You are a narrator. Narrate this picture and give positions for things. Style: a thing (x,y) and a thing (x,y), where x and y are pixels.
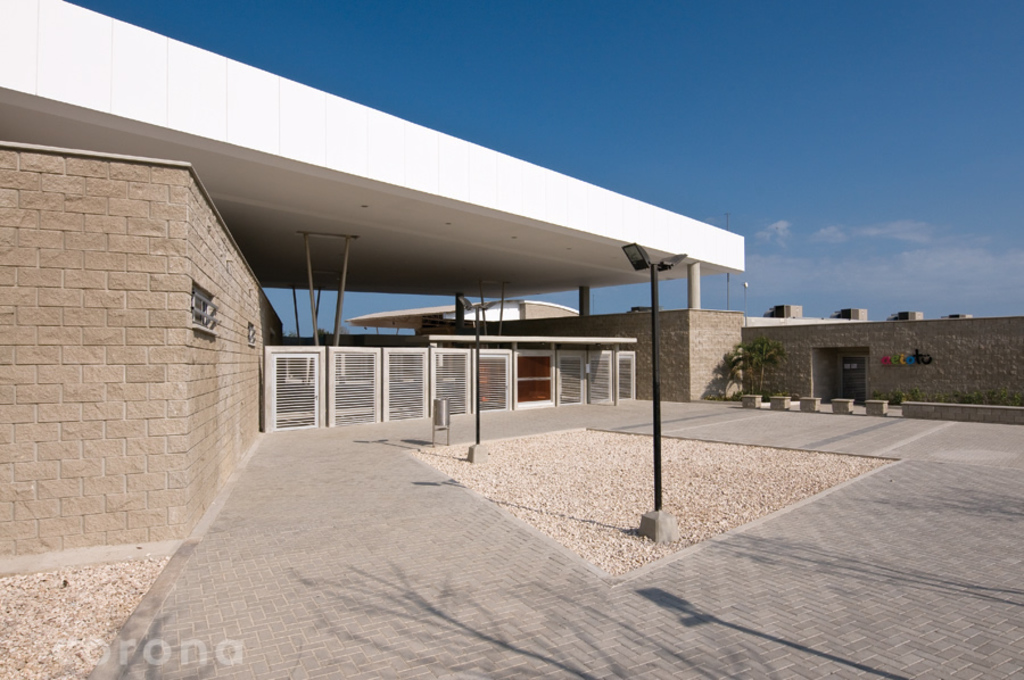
As we can see in the image there are buildings (180,326), plants (770,354) and on the top (595,70) there is a sky (610,70).
